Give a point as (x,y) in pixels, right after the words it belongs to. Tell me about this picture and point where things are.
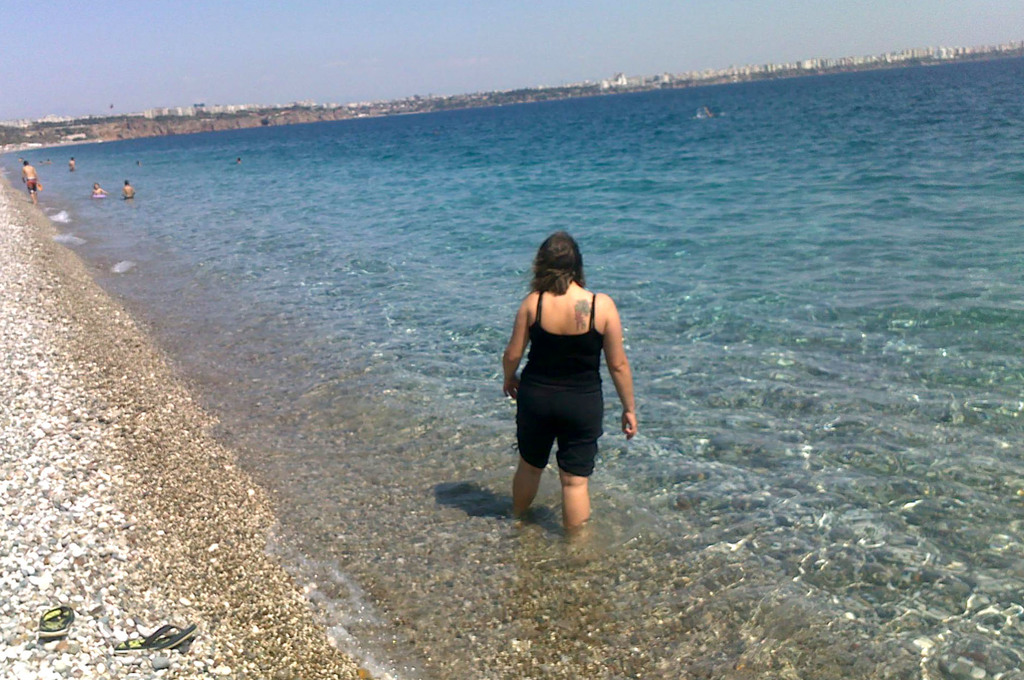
In this image in the center (580,351) there is one woman (579,364) who is standing, and on the right side (850,330) there is a beach (487,200). And in the background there are some persons (24,172), and on the left side (54,443) there is some sand (108,598) and on the sand (112,629) there is a footwear (46,625). And in the background (38,133) there are some buildings (891,51) and trees (52,125). At the top of the image (331,69) there is sky (208,53).
